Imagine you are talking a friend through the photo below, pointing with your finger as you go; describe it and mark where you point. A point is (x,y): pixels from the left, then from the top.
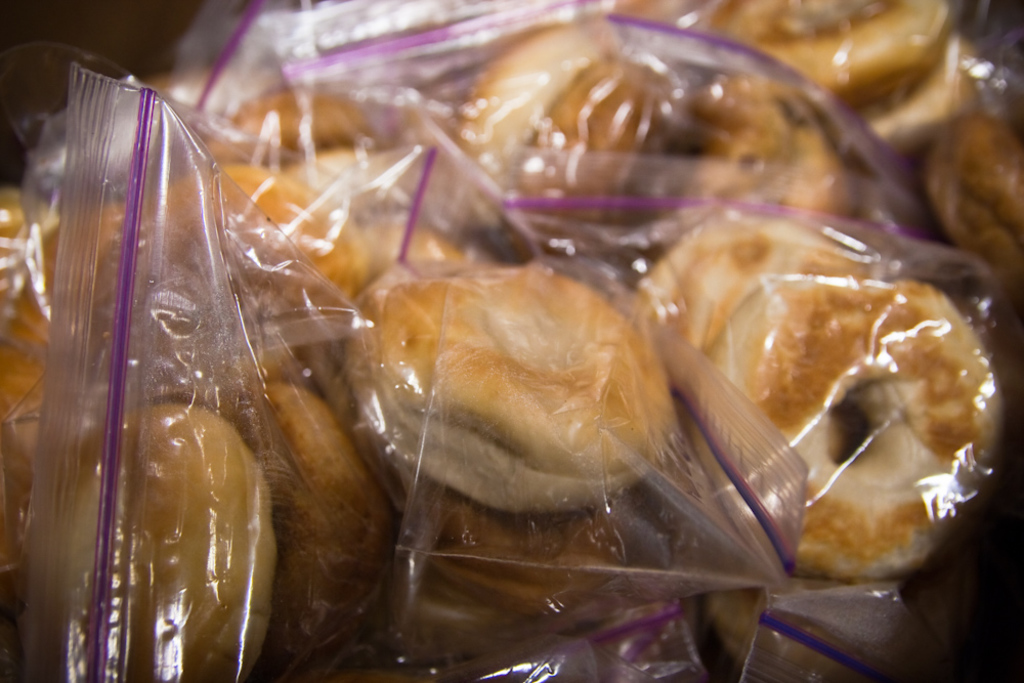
In this image, we can see bagels (733,20), which are packed.
